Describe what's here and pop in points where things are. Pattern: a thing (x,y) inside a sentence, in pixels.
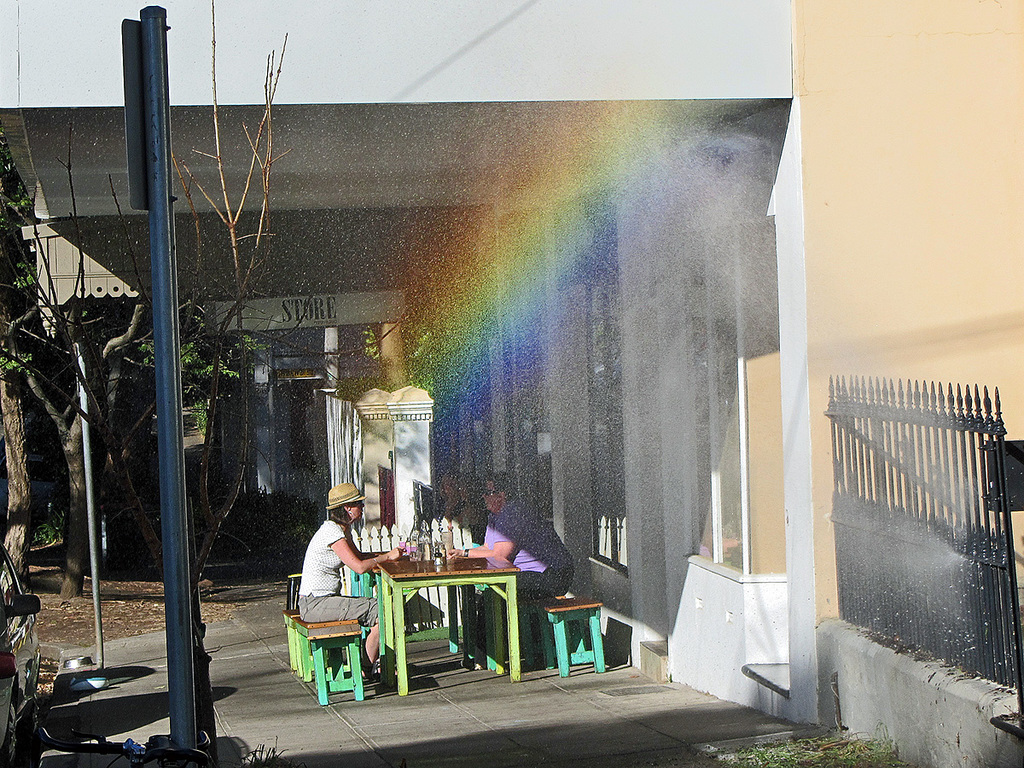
In this image there are two persons (351,546) sitting on a bench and placing their hands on a table (422,578). In the left side of the image (163,374) there is a sign board (129,58). In the right side of the image (891,566) there is a fencing (889,525) and a wall (846,297). At the bottom of the image (619,727) there is a floor (485,718). At the background (99,362) there are trees (76,444). At the top of the image (291,94) there is a roof (421,139) of the store (427,126).
